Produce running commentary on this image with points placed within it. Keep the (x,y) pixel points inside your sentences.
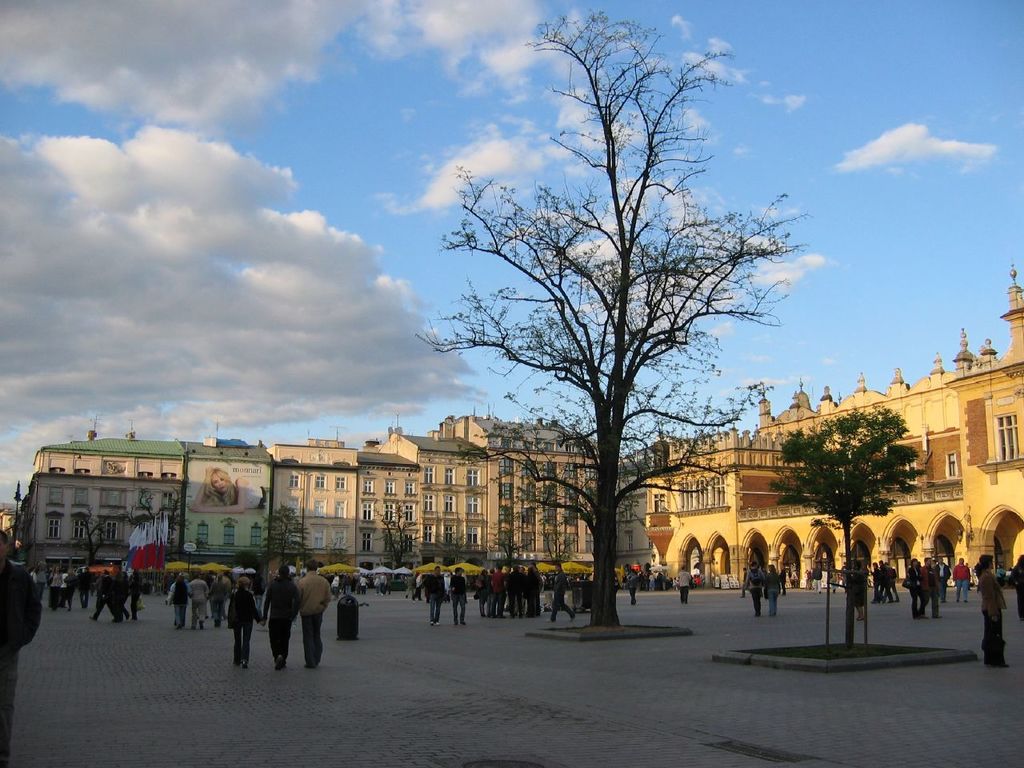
In this image, we can see persons (491,580) wearing clothes (480,595). There are buildings (471,513) and trees (903,485) in the middle of the image (611,420). There is a sky (477,143) at the top of the image (473,146).
